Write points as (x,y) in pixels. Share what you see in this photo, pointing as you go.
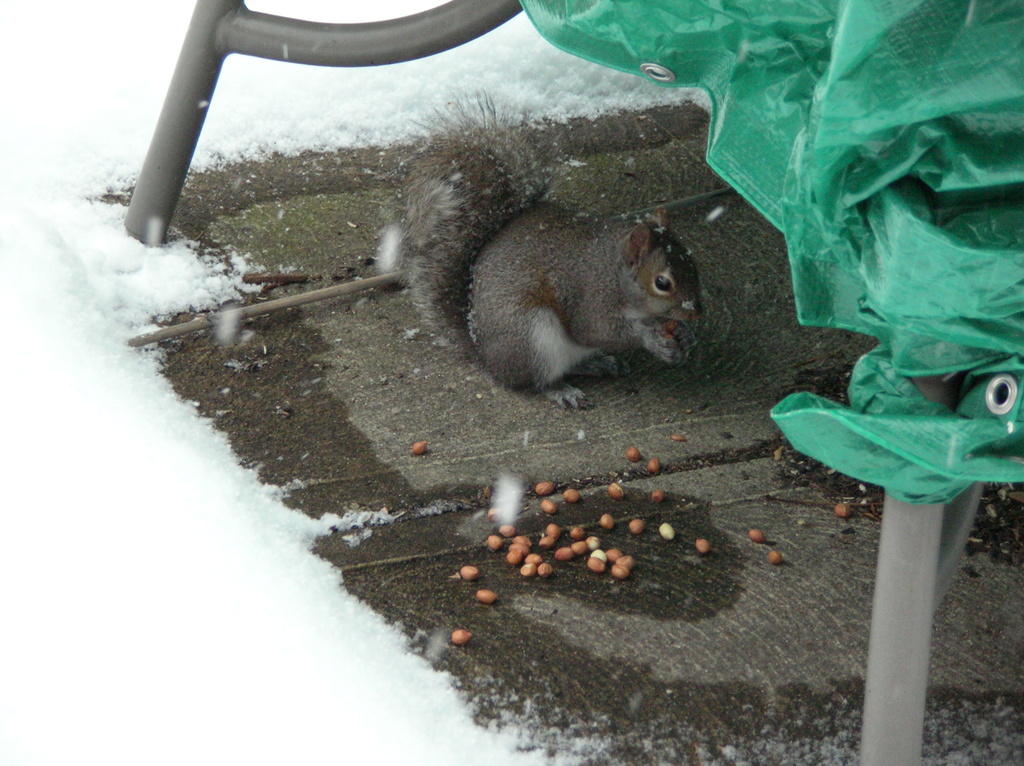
In this picture we can see squirrel (536,238) with nuts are on the floor (653,438), around we can see full of snow (191,576).
